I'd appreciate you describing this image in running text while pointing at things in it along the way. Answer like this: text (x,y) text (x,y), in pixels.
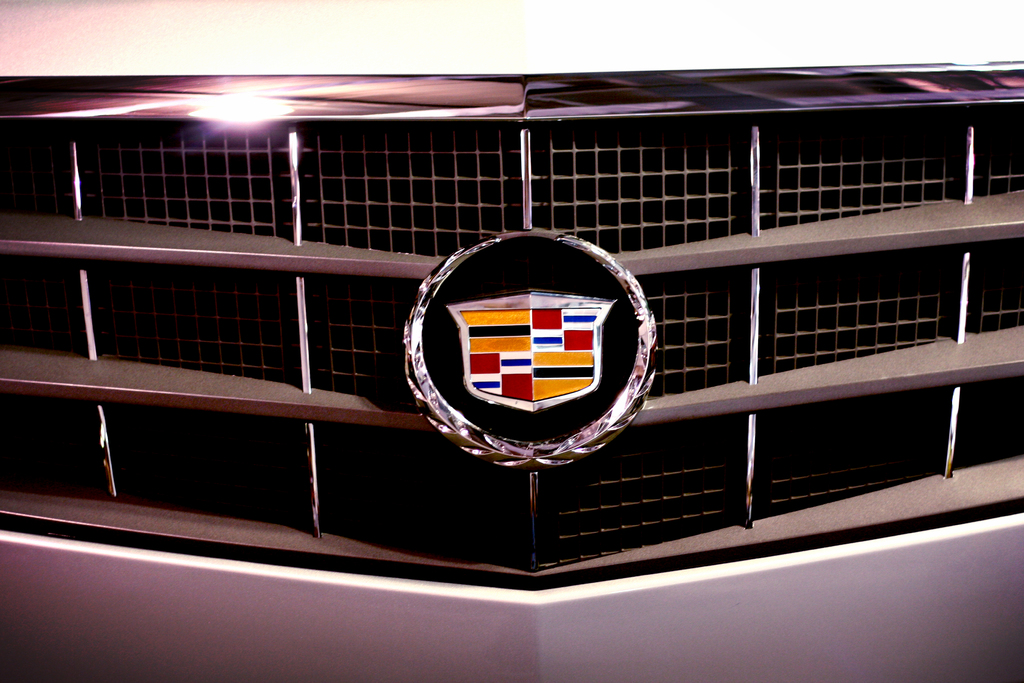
In this image I can see the front part (829,393) of the vehicle (735,269) and in the middle (623,373) I can see the logo (456,363).
